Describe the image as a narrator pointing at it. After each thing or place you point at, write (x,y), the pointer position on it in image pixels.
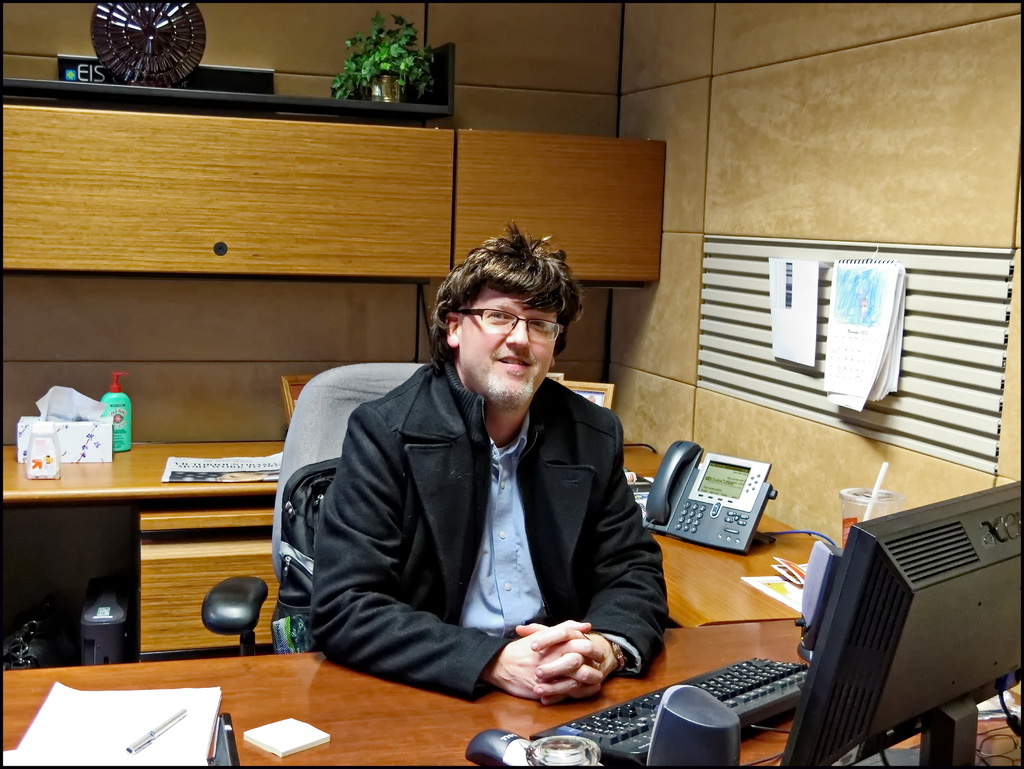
In this image I can see a man (582,690) is sitting on a chair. On this table (202,667) I can see few papers (116,763), a pen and a computer system (780,667). In the background (703,538) I can see a telephone (669,484), a plant (336,80) and few more stuffs (116,441).
